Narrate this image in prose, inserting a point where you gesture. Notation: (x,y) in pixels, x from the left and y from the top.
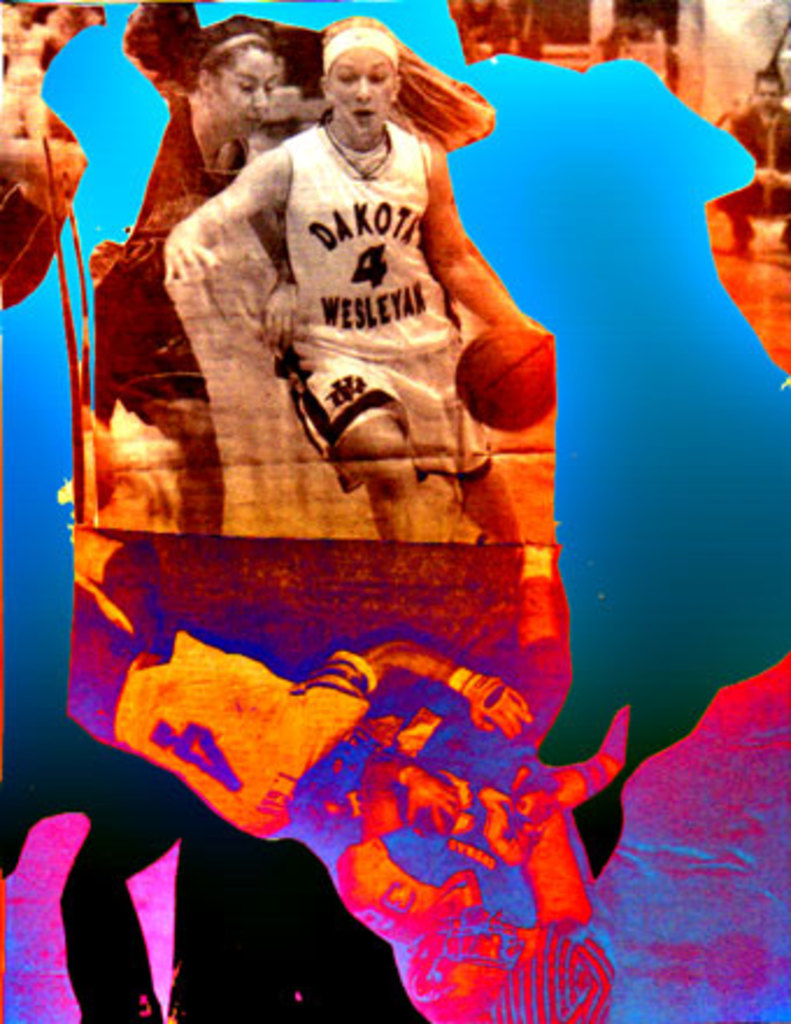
In the center of the image (431,403) we can see a person (349,301) with the basketball (484,381).
